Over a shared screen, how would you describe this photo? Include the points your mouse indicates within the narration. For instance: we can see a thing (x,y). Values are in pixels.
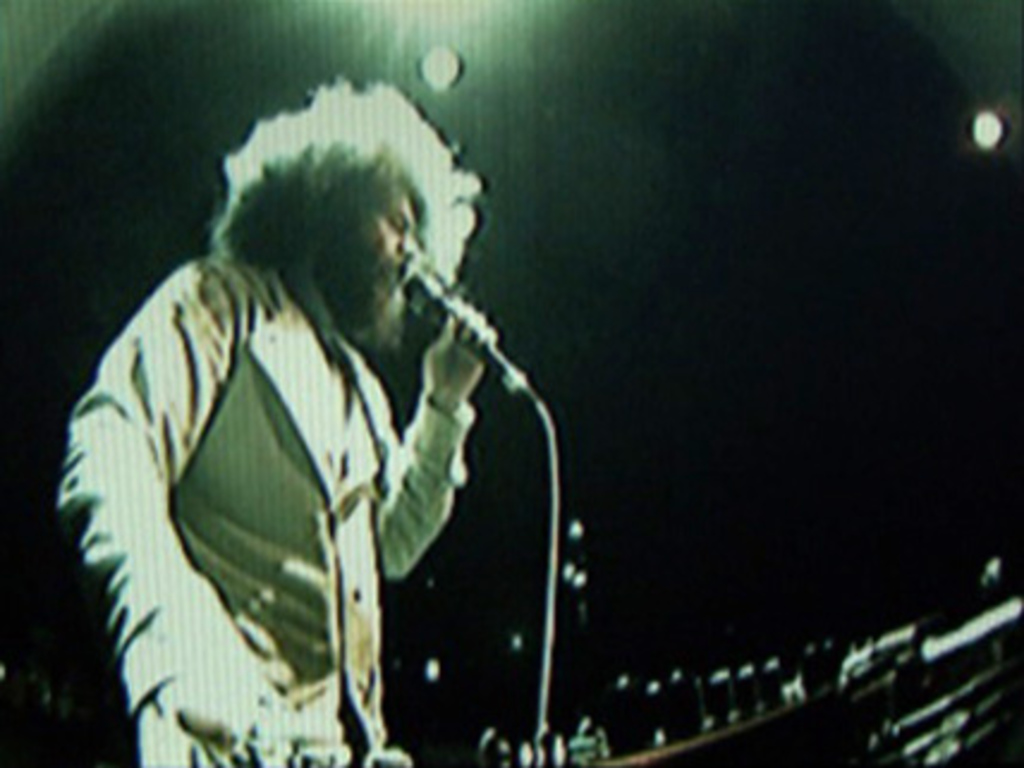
In the image there is a man (231,501) standing and holding a mic (446,299) in his hand (478,349). There is a dark background (628,253) with lights (435,62).
